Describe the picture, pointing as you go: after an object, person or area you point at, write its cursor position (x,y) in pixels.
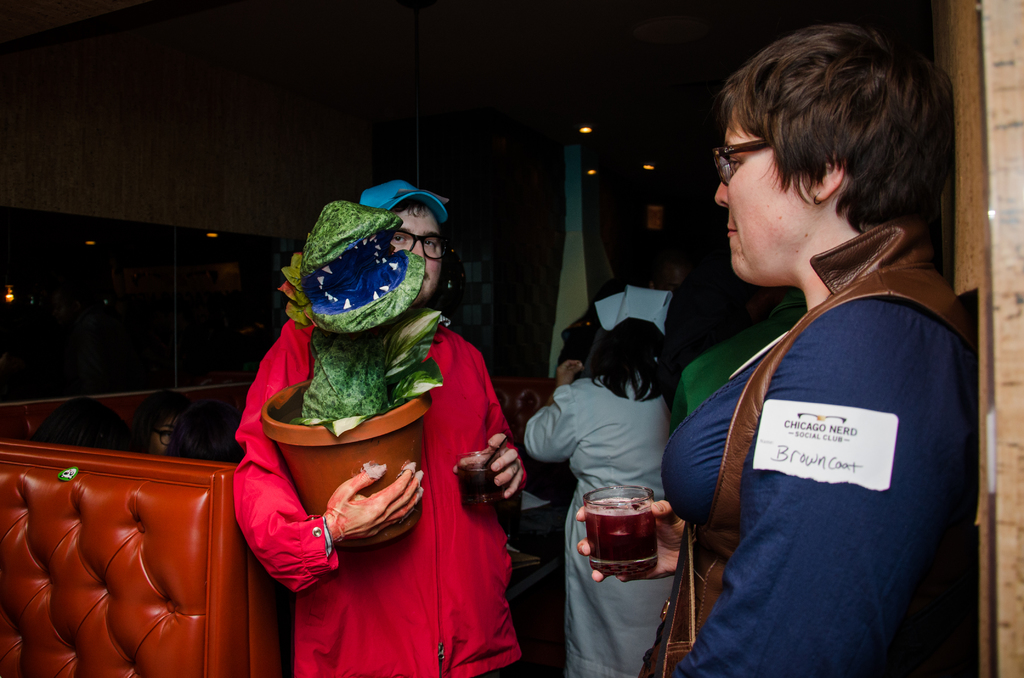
In this image there are some people (828,118) standing and holding glasses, in which one of them holding pot (387,532), beside them there is a couch (14,527).
